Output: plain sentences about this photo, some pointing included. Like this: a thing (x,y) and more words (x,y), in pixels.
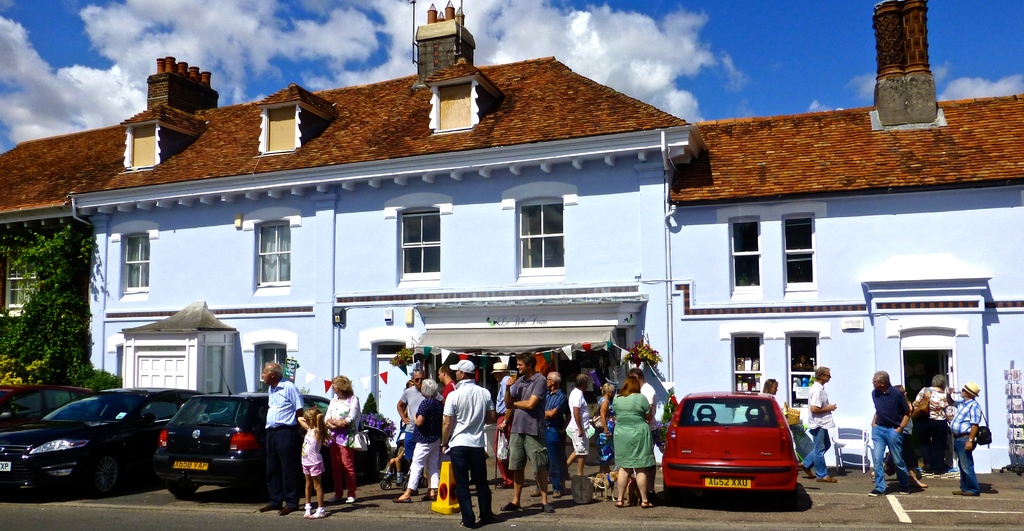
In this image we can a group of people (461,418) is standing. There is a house (620,246) in the image. There is a slightly cloudy and blue sky (751,62) on top of the image (519,44).
